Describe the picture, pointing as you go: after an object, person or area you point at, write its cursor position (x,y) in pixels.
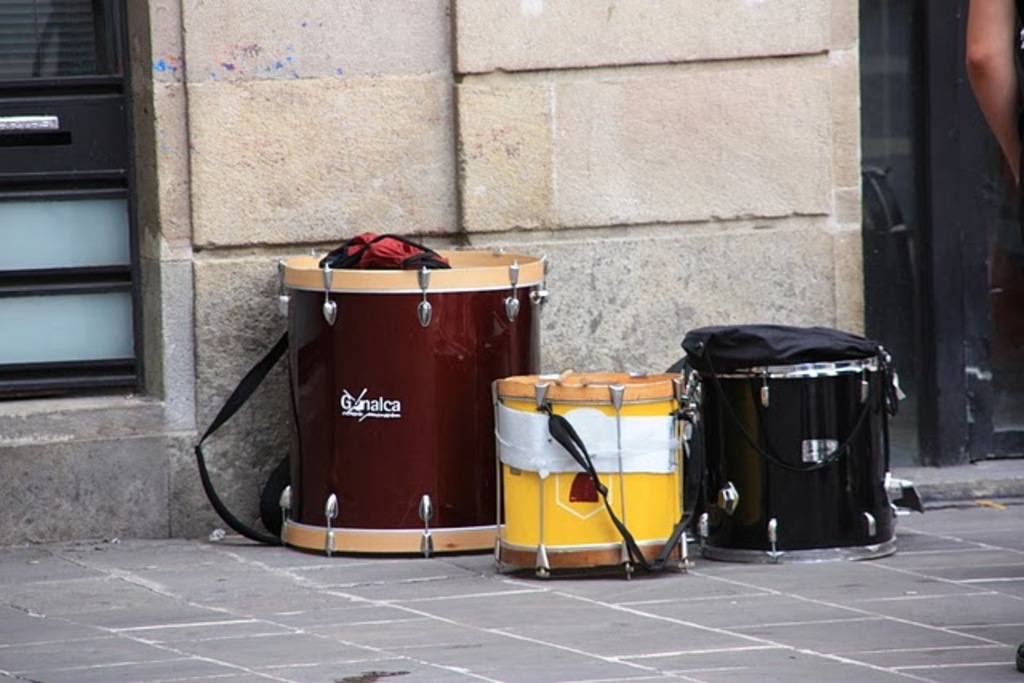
In this picture we can see musical drums (704,507) and bags (745,331). On the left (91,278) and right side of the image (925,247) we can see doors (915,220) which are truncated. There is a wall (608,167).
